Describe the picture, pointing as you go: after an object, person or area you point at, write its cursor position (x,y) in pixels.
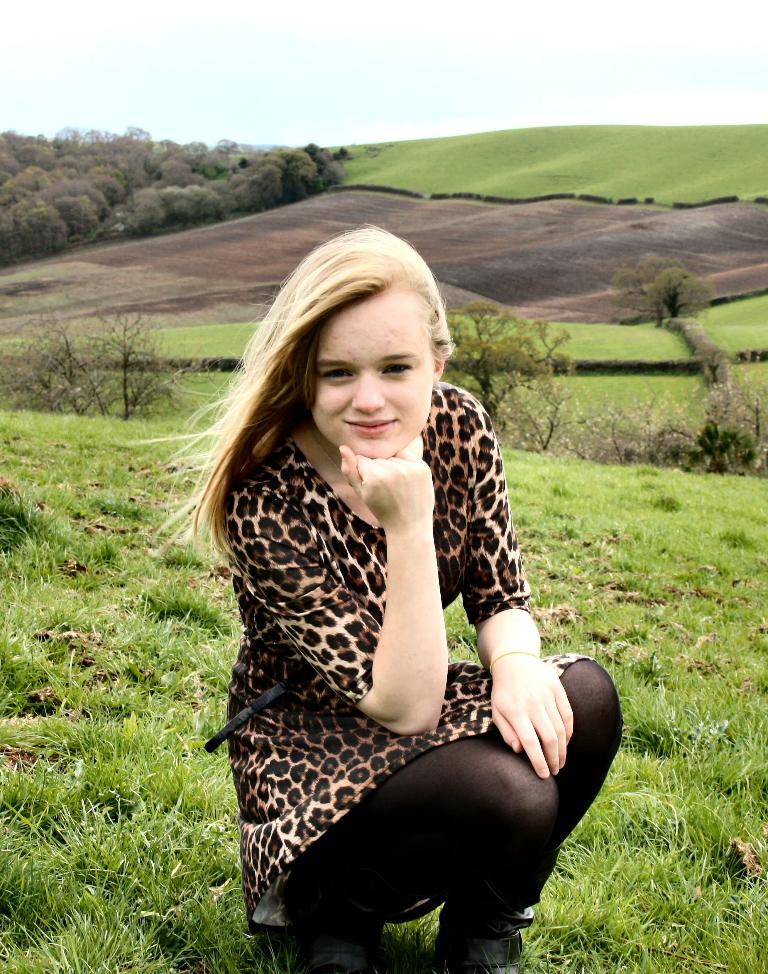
In this image, I can see the woman (409,771) sitting in squat position and smiling. This is the grass (118,823). These are the trees (91,211). This looks like a hill (674,182).
